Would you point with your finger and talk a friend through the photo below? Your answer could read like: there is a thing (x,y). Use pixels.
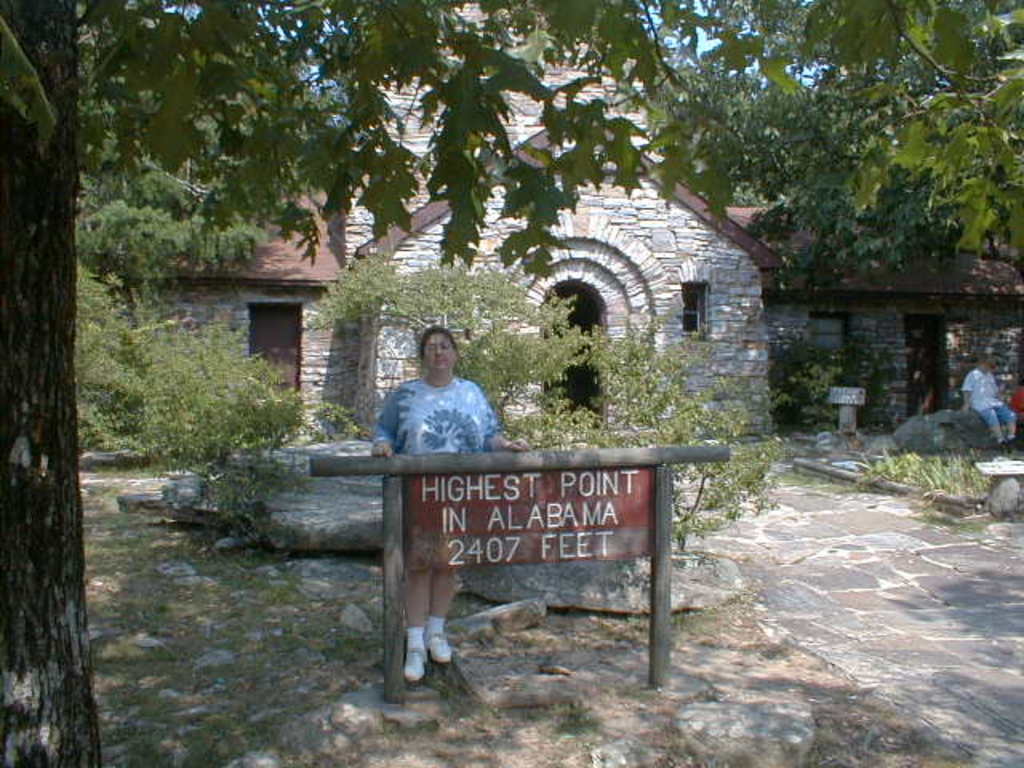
In this image I can see a woman (412,612) is standing and in the front of her I can see few poles (357,472), a red colour board (622,526) and on it I can see something is written. I can also see number of trees (47,359), a house (491,250) and on the right side of this image (996,437) I can see one person (991,363) is sitting. On the top side of this image (196,15) I can see the sky (196,15).
